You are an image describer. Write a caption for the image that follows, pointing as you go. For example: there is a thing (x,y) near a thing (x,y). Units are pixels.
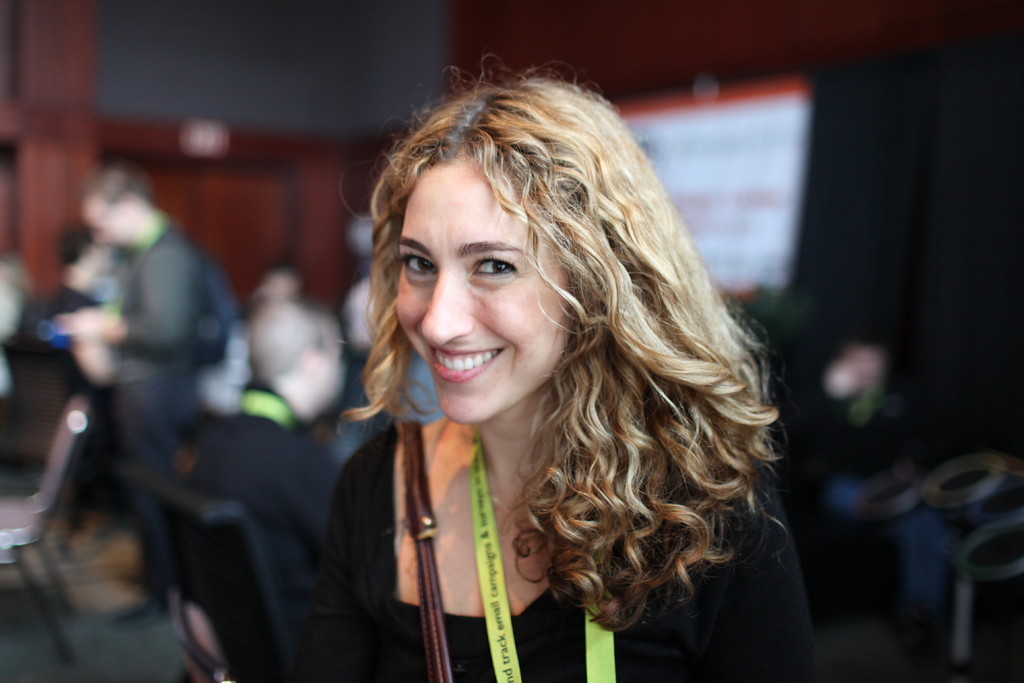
In this picture I can see a woman (519,250) smiling, there are group of people (189,327), and there is blur background (663,55).
